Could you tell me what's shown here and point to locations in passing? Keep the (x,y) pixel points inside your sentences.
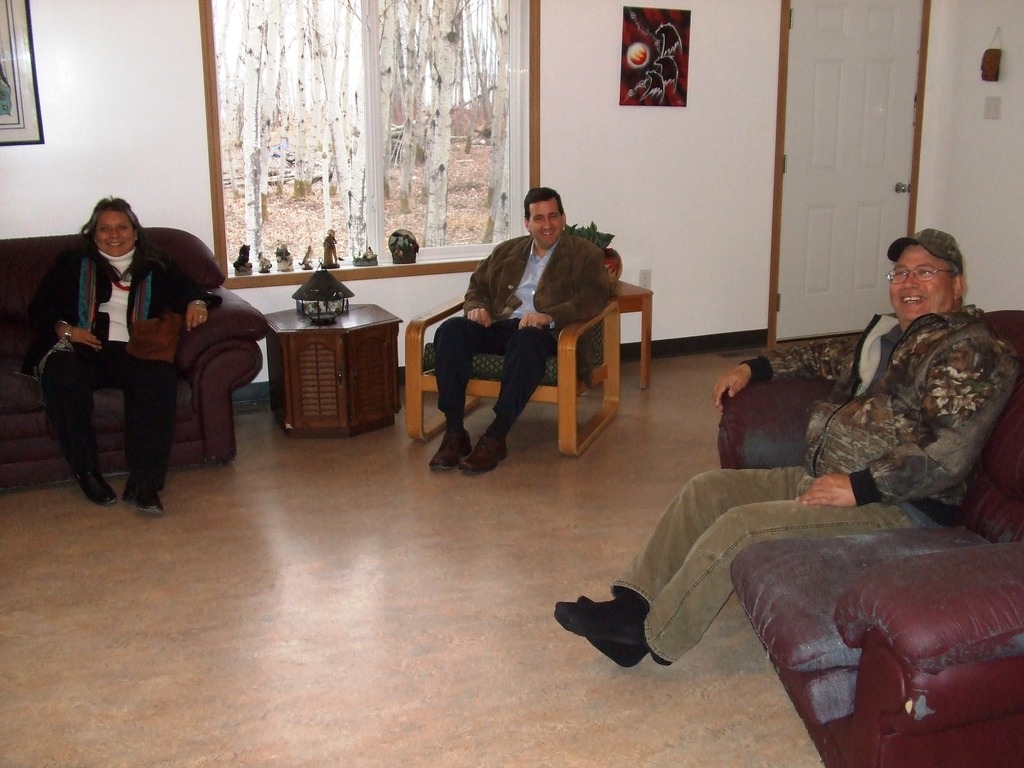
In this picture there are two men (828,448) and a woman (107,301) sitting on sofas (19,464) and a chair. There is a lamp (319,301) on the table (327,335). Few show pieces (333,259) are on the window sill (379,264). Some frames (40,104) are visible on the wall (757,240). There is a door (894,177) to the right side (881,242).
